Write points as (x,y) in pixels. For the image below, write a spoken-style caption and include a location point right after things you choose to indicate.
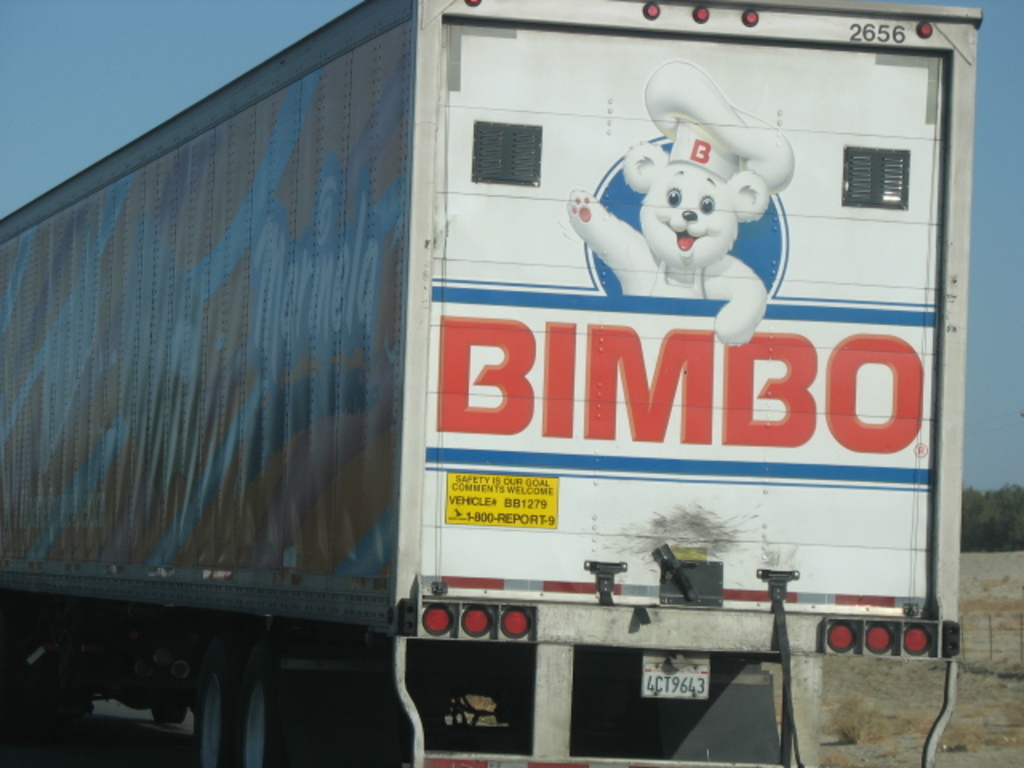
In this image there is a vehicle (390,534) on the road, there is an image (636,271) and some text (596,384) on the vehicle (514,557). On the right side of the image (999,507) there are trees (1005,512). In the background (1016,314) there is the sky (983,401).
